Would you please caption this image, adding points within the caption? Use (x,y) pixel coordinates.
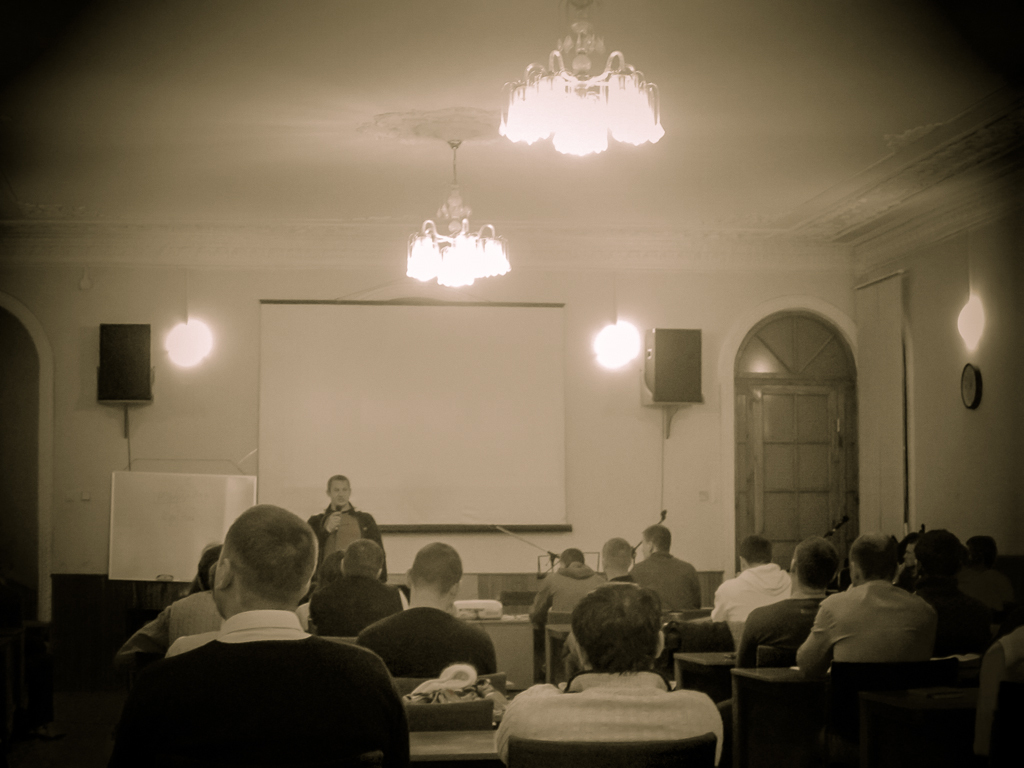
in this image I can see people (661,613) sitting on the chairs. behind them there is a man (326,524) standing and speaking. behind him there is a projector display (484,369) and a speaker (692,359) at the right (687,362) and left. at the right (838,414) there is a door (775,439). at the top (555,131) there are two chandeliers (498,244).
